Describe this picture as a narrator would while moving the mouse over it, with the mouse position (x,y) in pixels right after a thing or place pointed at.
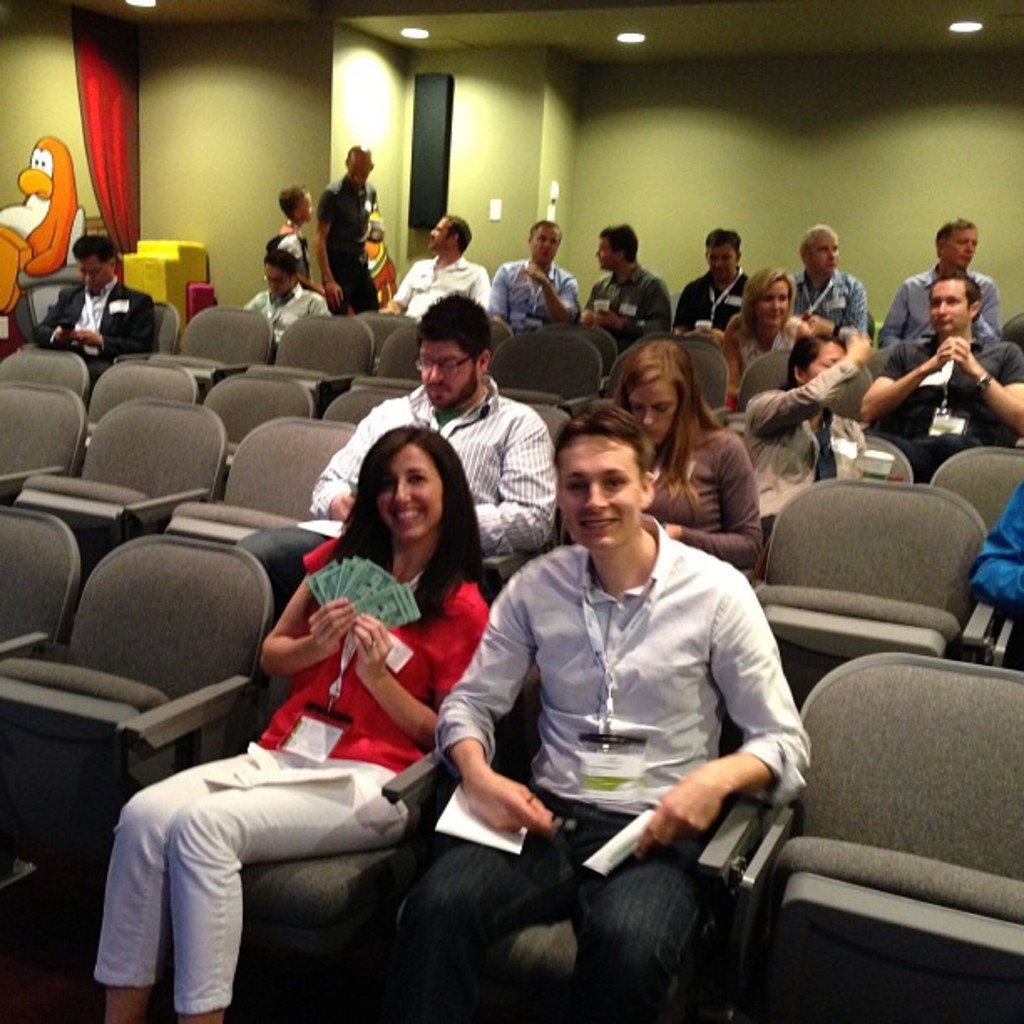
In this image I can see the group of people (304,582) sitting on the chairs (13,551). These chairs (107,483) are in grey color and these people (485,483) are wearing the different color dresses (520,414). In the background (522,152) I can see the wall (209,177) and there are lights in the top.
